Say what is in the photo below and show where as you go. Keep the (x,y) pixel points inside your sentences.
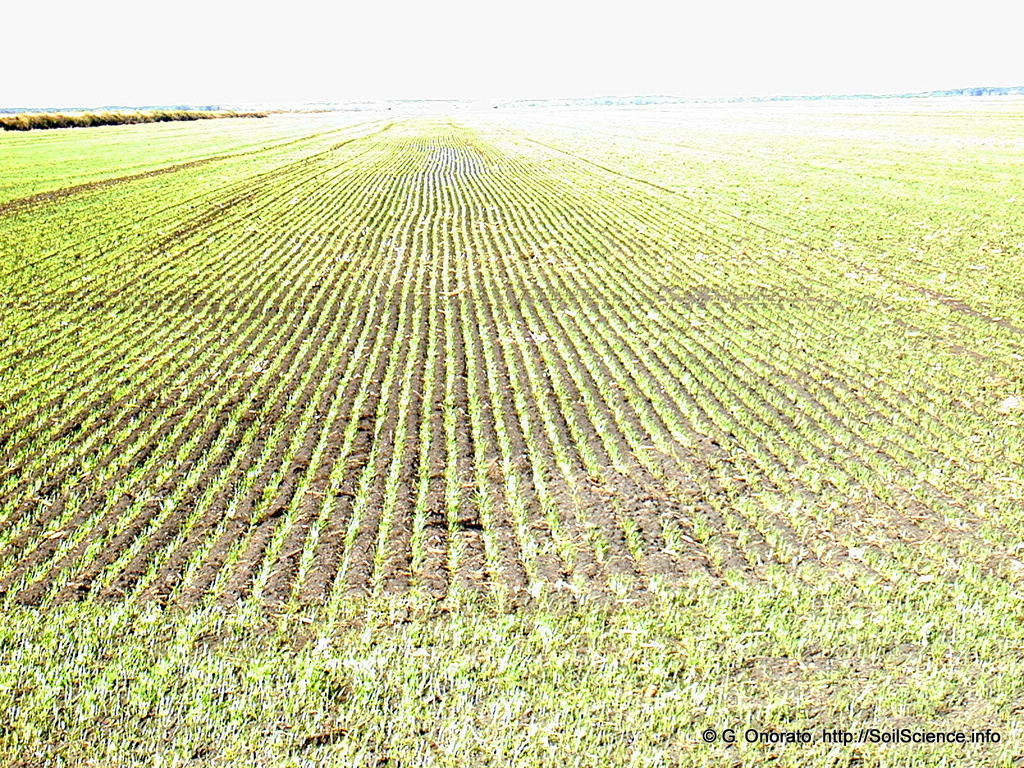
In this image, we can see fields (689,297) and at the bottom (834,733), there is some text (797,733).
